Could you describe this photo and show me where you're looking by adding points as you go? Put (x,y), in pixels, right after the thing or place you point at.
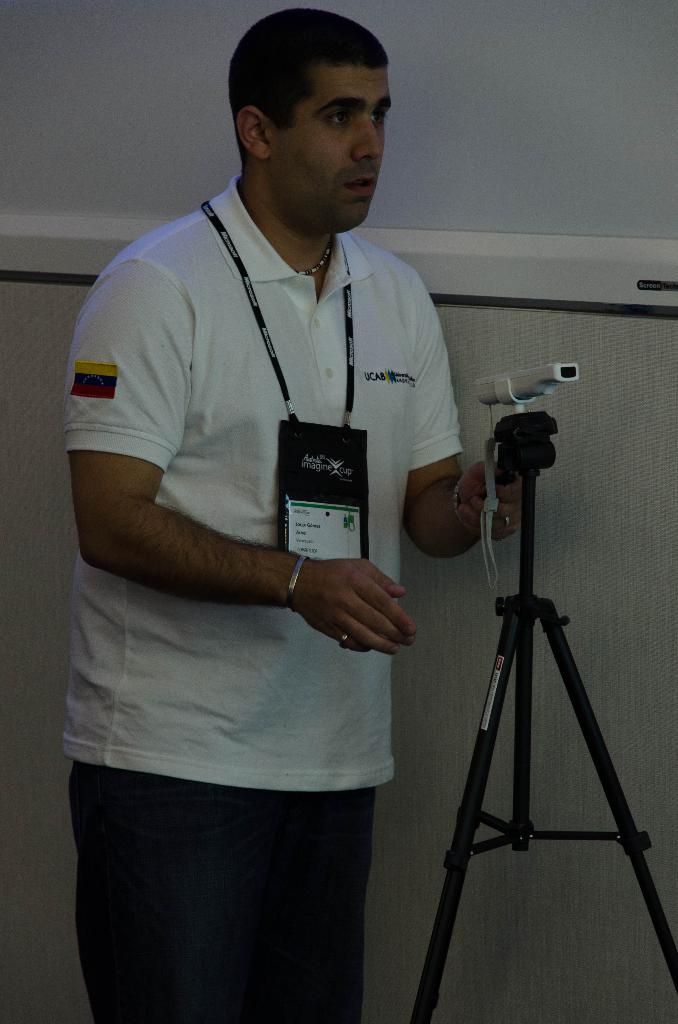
In this image there is a person (310,477), in front of the person (429,460) there is a camera (539,383) on the stand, beside the person (390,586) there is a wall (7,812).
